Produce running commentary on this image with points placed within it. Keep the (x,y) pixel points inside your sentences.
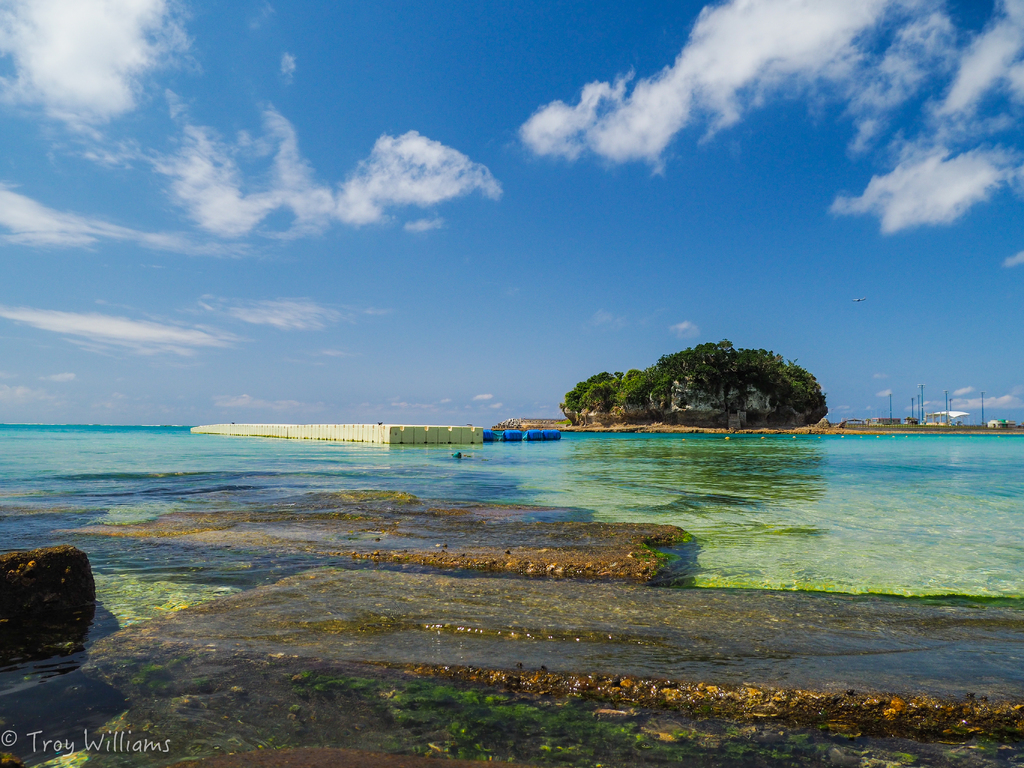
In the image in the center (564,447), we can see water (824,526) and the wall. In the bottom left of the image (63,732), there is a watermark (129,732). In the background (452,191) we can see the sky (556,340), clouds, trees (618,389), poles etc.
